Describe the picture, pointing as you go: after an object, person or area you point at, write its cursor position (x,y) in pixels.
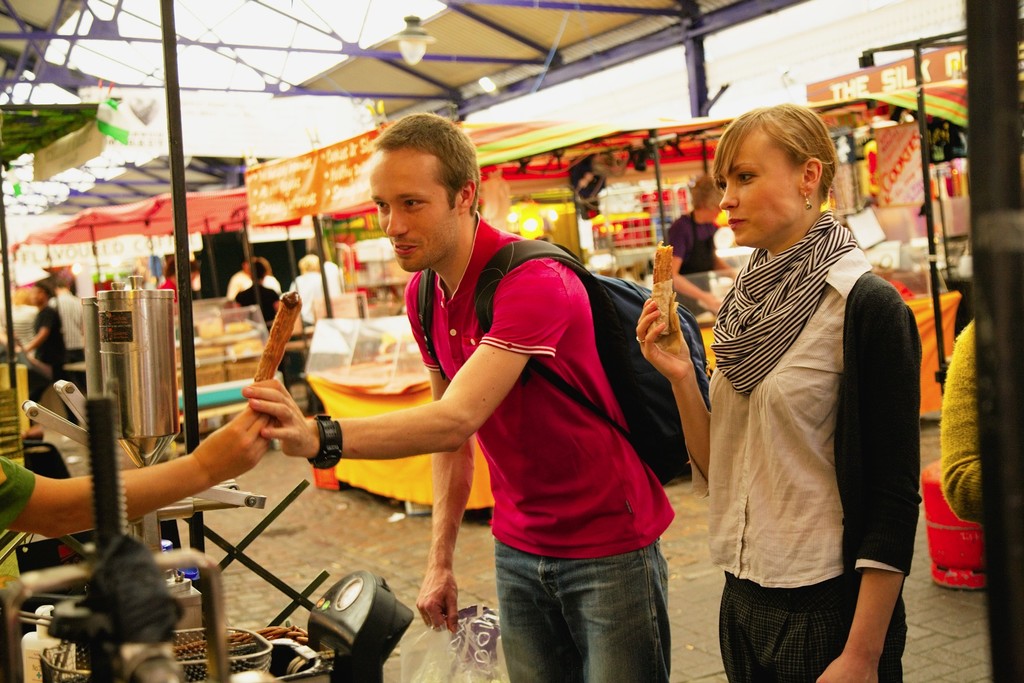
In this image there is a girl (848,573) holding churro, beside that there is a boy (623,462) taking churro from other hand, also there are so many food stalls (930,253) at the back (930,253).
